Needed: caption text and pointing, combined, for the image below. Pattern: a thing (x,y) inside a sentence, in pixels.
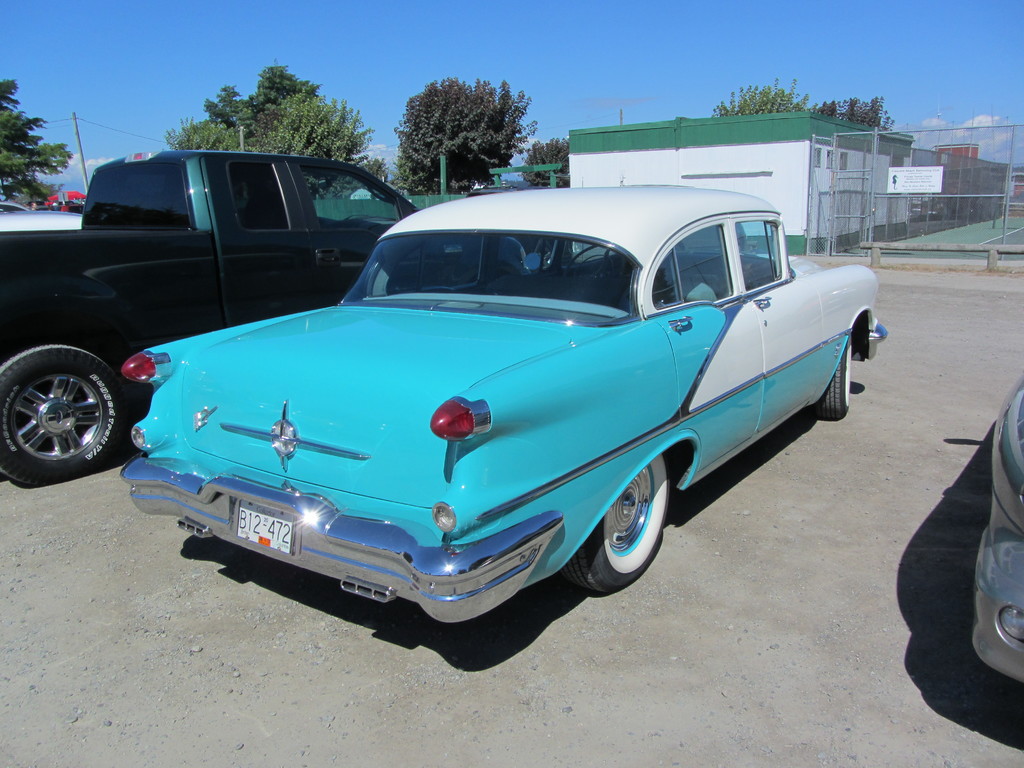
In the picture I can see vehicles (488,368) on the road (711,524). In the background (772,202) I can see buildings (781,175), fence (862,175), trees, poles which has wires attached to them and the sky (451,31).
